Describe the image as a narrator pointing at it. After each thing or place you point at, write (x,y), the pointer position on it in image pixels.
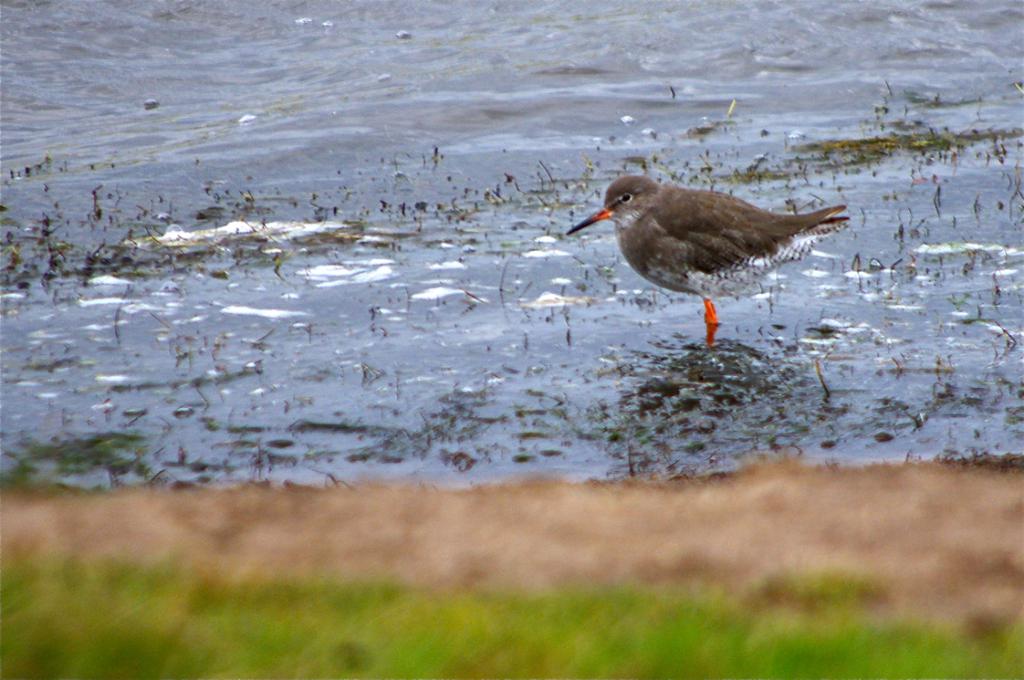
As we can see in the image there is a bird (705,241) and water (273,172).
